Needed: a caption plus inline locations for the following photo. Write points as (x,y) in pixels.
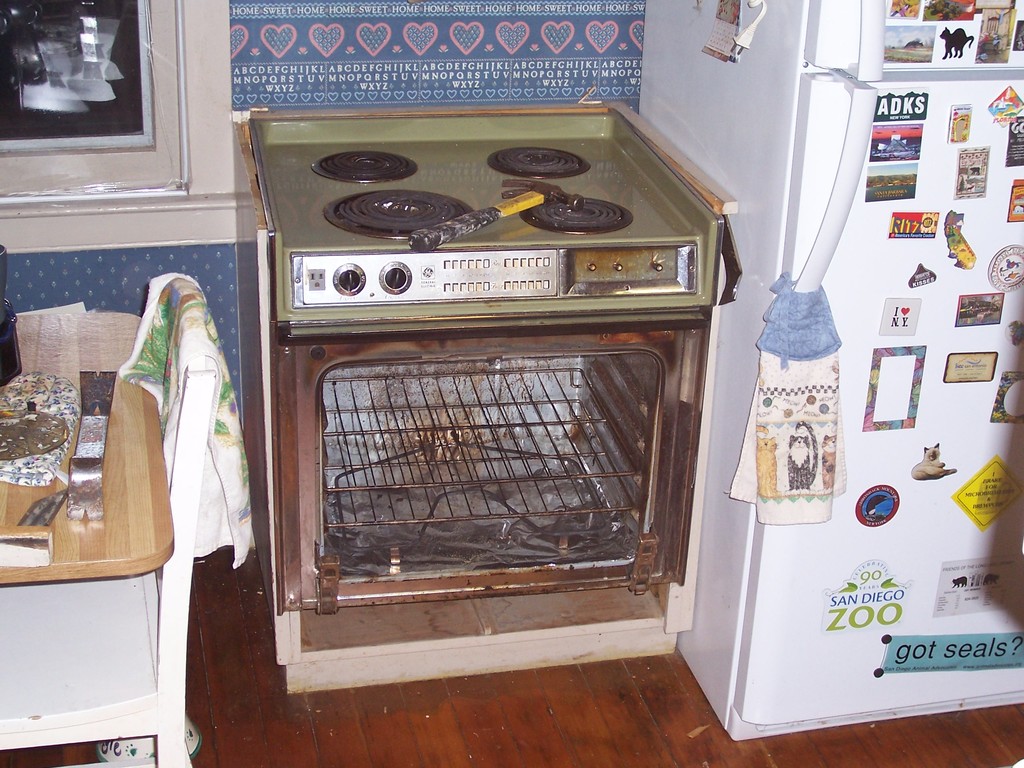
This picture is clicked inside the room (625,675). In the middle of the picture (531,357), we see the electric stove (500,326) on which the hammer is placed. Beside that, we see a refrigerator (792,225) on which many posters (955,135) and stickers (875,184) are placed. We even see the napkin (820,449) in white and blue color. On the left side (39,494), we see the dining table (161,546) and chairs (182,478). We see some objects (74,417) are placed on the dining table (25,505). Behind that, we see a wall (100,250) in white and blue color. In the left top (78,126), we see the window (72,95). At the bottom (546,719), we see the wooden floor (431,737).
